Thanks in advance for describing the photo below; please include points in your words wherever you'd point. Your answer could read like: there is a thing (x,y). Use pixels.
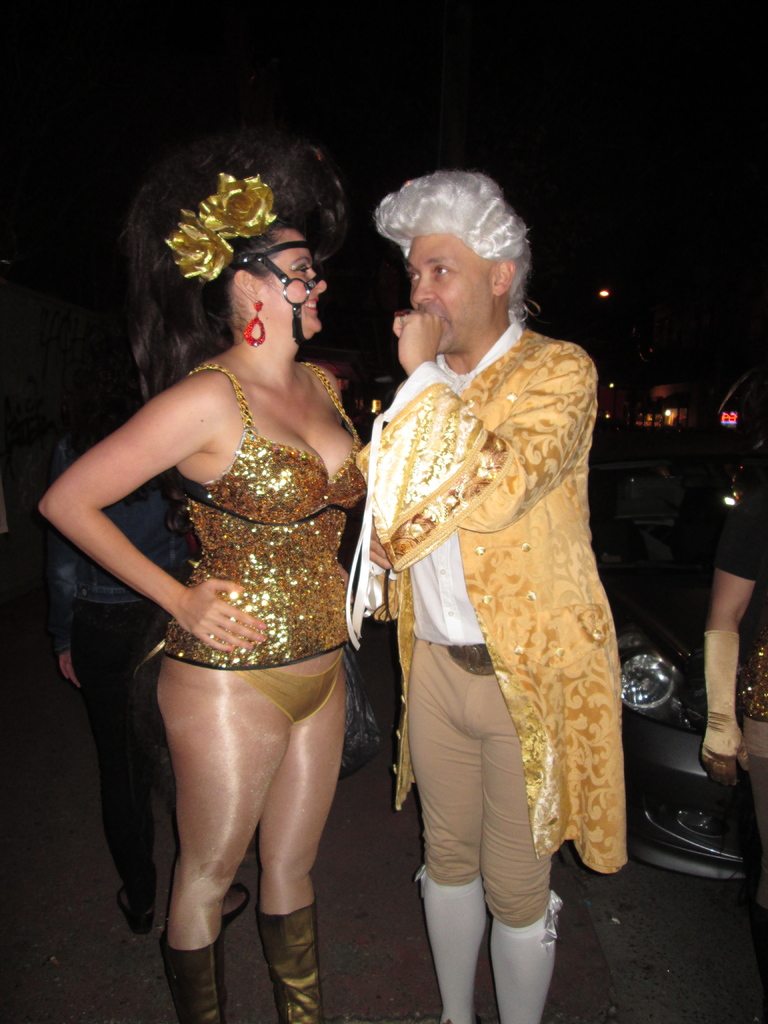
In this image I can see there are the two persons (200,679) standing on the floor (57,816) and left side (241,417) a woman (288,472) wearing a yellow color corset (270,553) and red color earring (245,331), she is smiling and she wearing a mask (297,246) on her face (277,320), on the right side (543,421) a person (532,438) wearing a white color shirt (423,563) he is stand on the floor (360,944) and right side (738,591) a person hand (732,683) is visible and there is vehicle (693,612) visible on the right side (693,698).
